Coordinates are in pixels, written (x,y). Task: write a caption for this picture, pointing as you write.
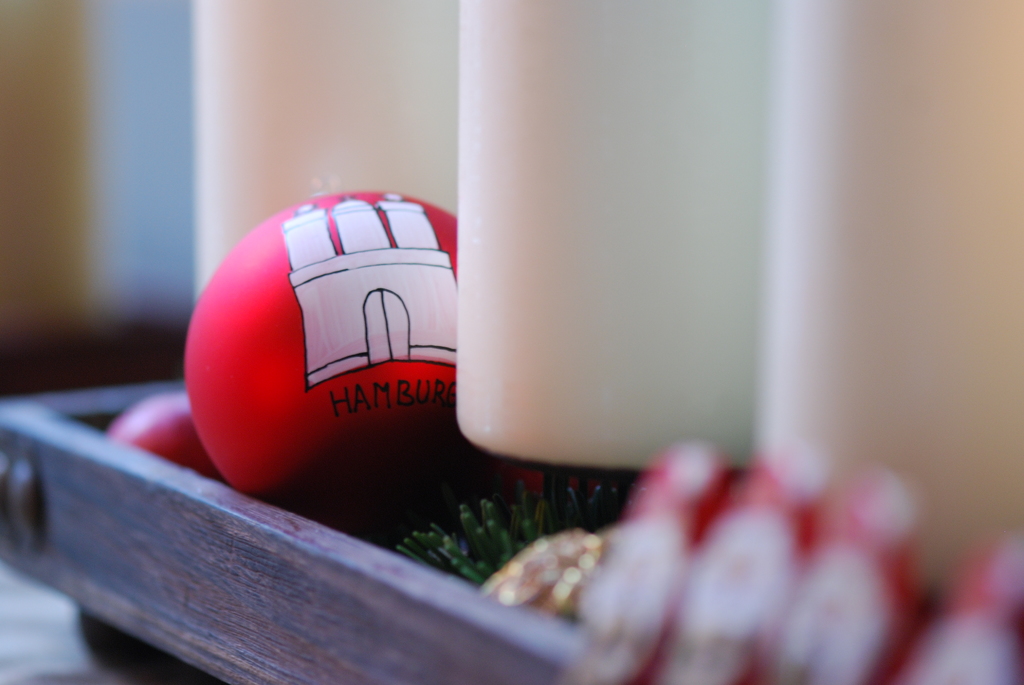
In this picture we can see balls (305,420) and blurry background (451,89), we can see some text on the ball (344,330).
